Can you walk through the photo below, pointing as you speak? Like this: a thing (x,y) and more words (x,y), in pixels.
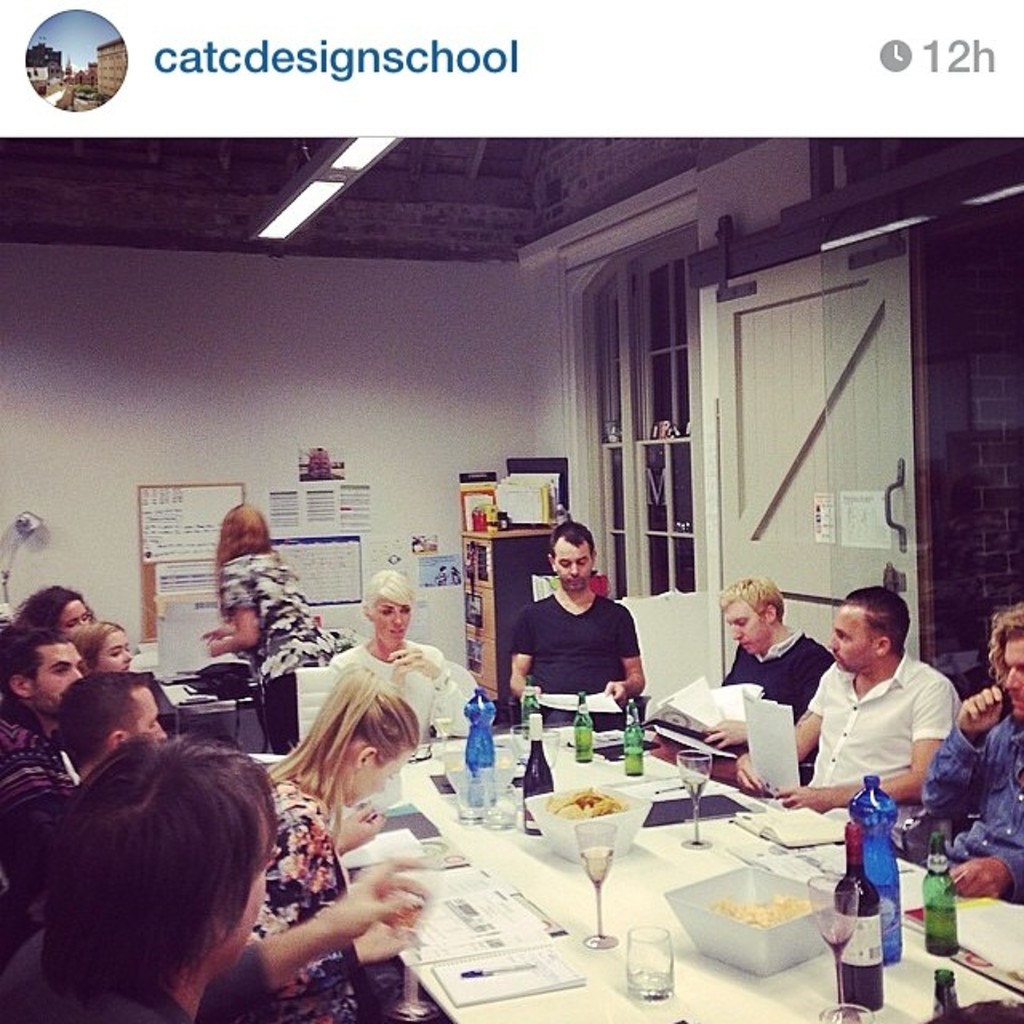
In this picture of group of people (20,797) sitting at the table (521,860) and some food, wine bottles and water bottles (478,742) kept on the table (620,918).
